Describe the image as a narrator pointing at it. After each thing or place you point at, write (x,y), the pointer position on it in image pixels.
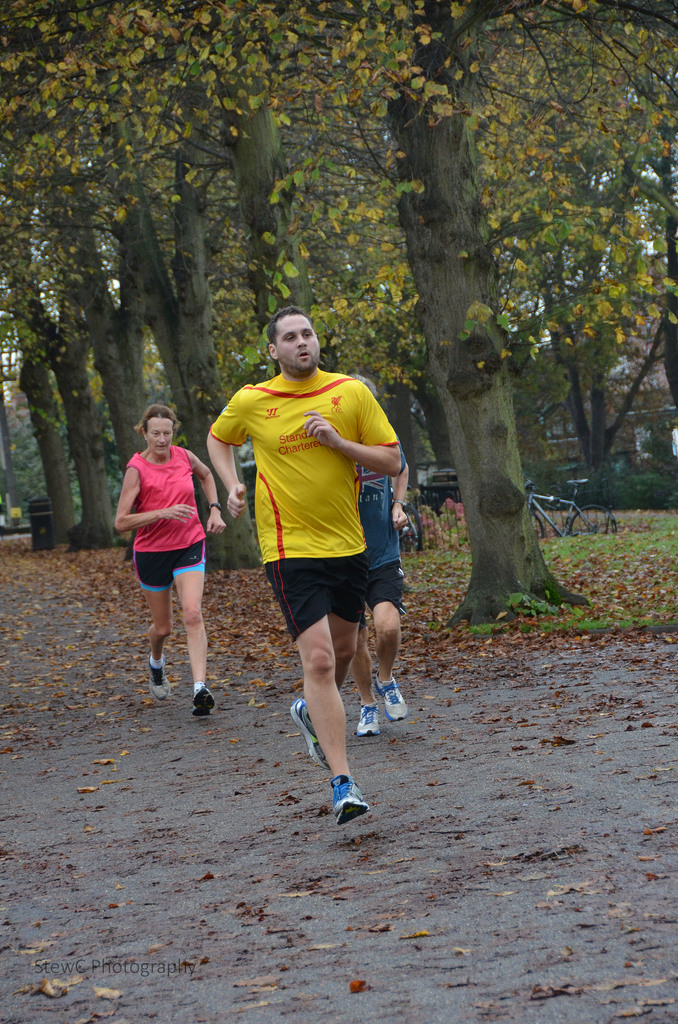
In this image, I can see 3 persons (277,323) and all of them are on a path (35,746). In the background (314,291) I can see lots of trees (540,569) and a cycle (578,505).
